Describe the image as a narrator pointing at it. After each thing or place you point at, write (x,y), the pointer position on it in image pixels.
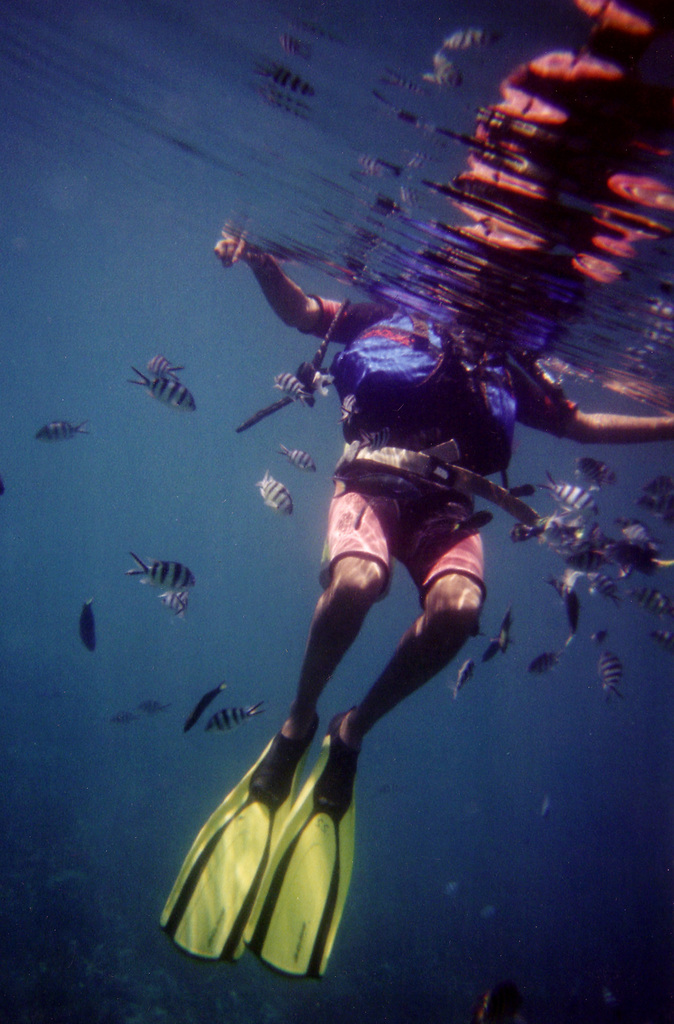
In the picture we can see a person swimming inside the water (82,504) wearing a swim shoes (288,758) and some bag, beside the person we can see some fishes (122,720) in the water (398,839).
